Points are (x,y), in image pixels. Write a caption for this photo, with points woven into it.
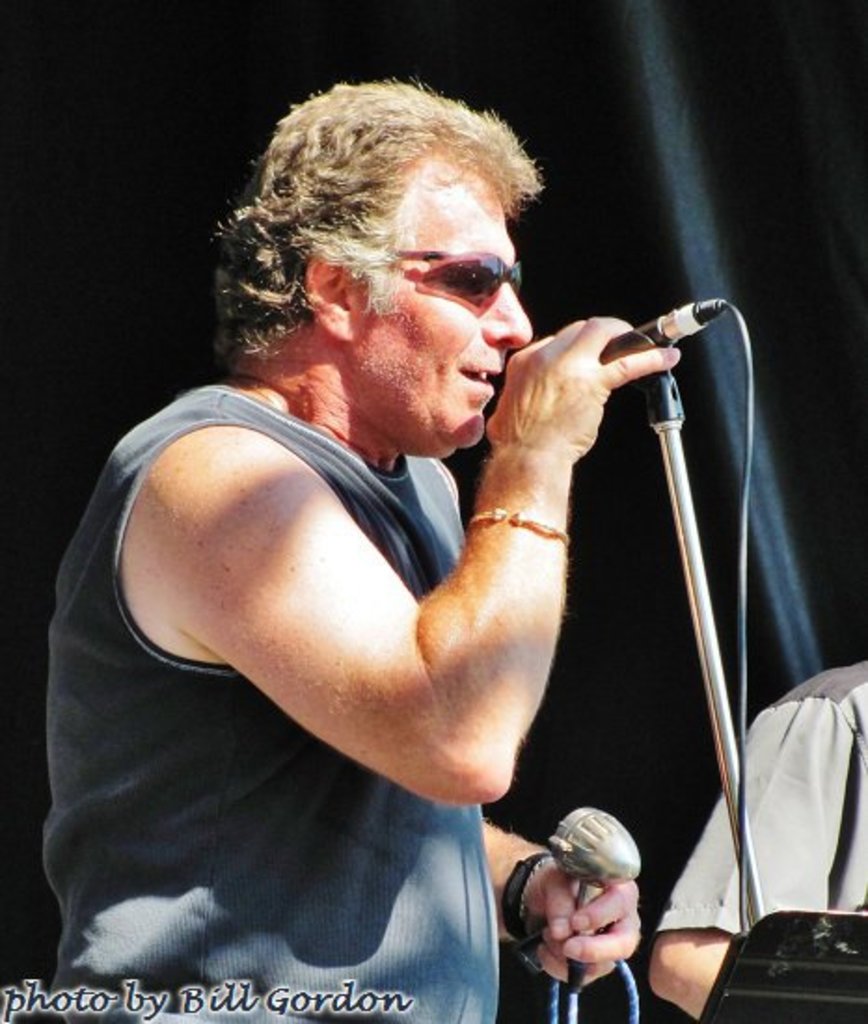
Here in this picture we can see a person (490,485) singing song in the microphone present in his hand (622,379), which is present on the stand (753,858) over there and we can see he is wearing goggles (476,298) on him and beside him also we can see another person (693,895) also standing over there.
